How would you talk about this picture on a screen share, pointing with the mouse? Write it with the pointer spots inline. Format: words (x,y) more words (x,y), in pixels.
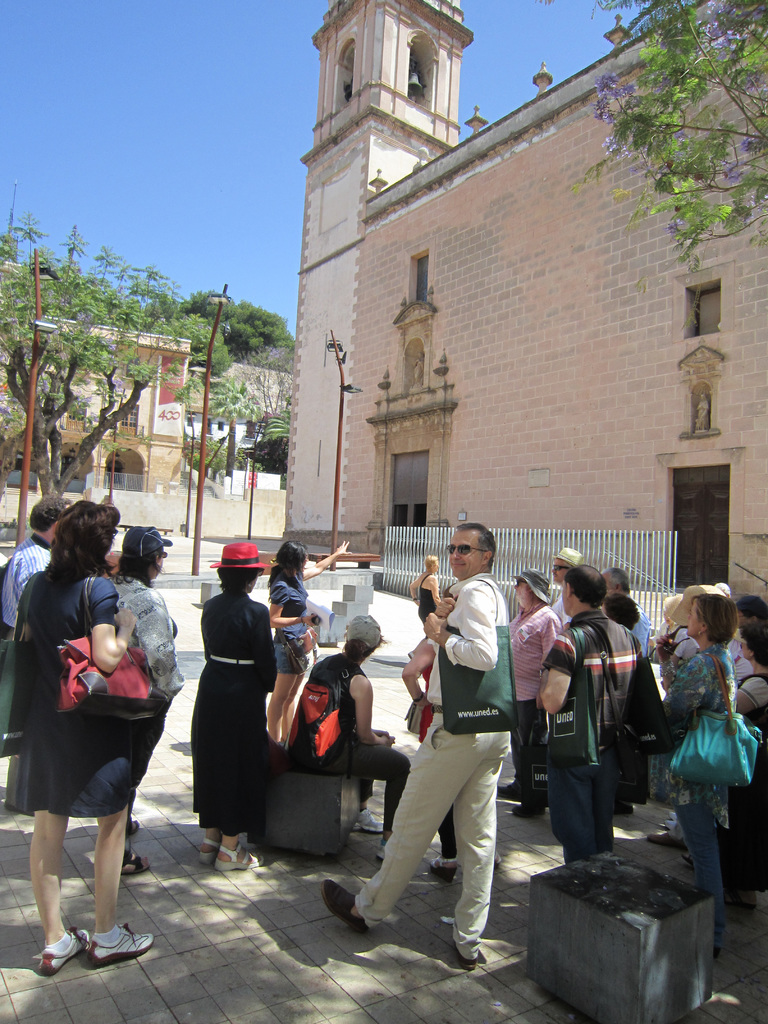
In this picture we can see a group of people (108,911) on the ground (373,939) and few people (392,891) are wearing bags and in the background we can see buildings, trees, poles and the sky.
